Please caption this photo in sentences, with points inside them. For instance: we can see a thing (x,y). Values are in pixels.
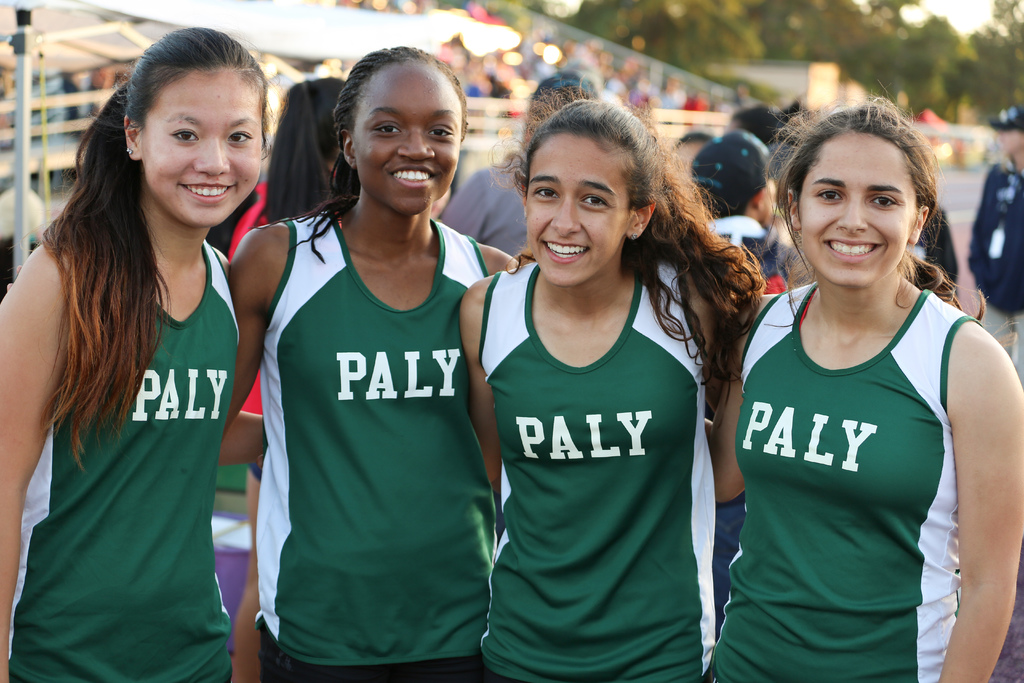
In this picture there are four women (607,473) wearing the same t-shirt (215,396) and they are smiling. In the back (738,180) I can see many people (738,180) were walking on the ground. In the top left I can see the audience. On the top right corner (1015,52) I can see many trees (827,37) and sky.
